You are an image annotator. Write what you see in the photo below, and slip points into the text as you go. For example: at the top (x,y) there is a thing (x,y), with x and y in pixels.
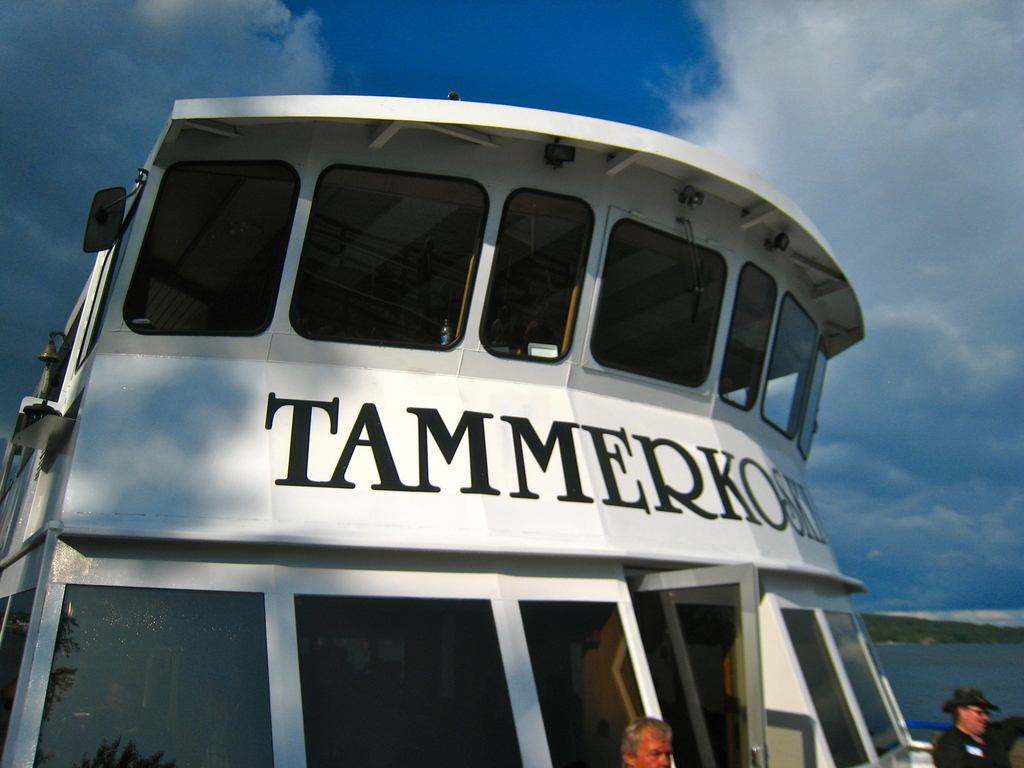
In this image we can see two persons (646,737) and a ship (623,447) which is truncated. Here we can see water (927,663). In the background (890,408) there is sky (808,177) with clouds (819,161).
